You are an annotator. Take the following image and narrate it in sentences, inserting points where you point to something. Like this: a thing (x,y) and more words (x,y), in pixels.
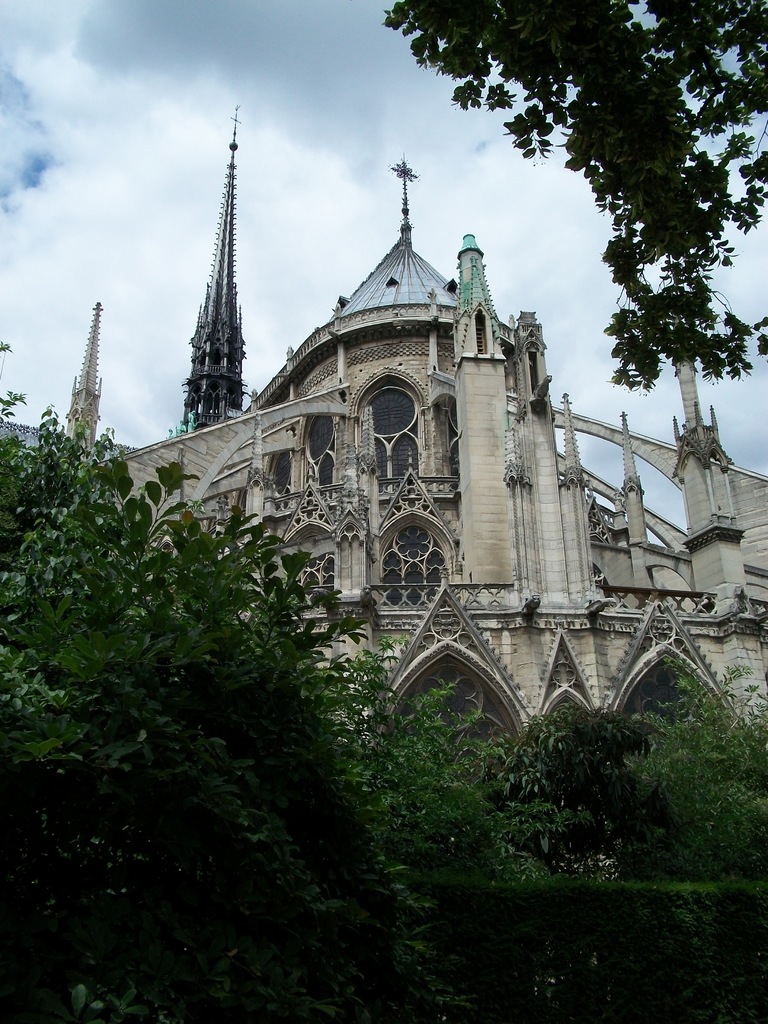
In this picture we can see a building (509,664), trees (616,81) and in the background (592,372) we can see the sky (154,185) with clouds (193,261).
